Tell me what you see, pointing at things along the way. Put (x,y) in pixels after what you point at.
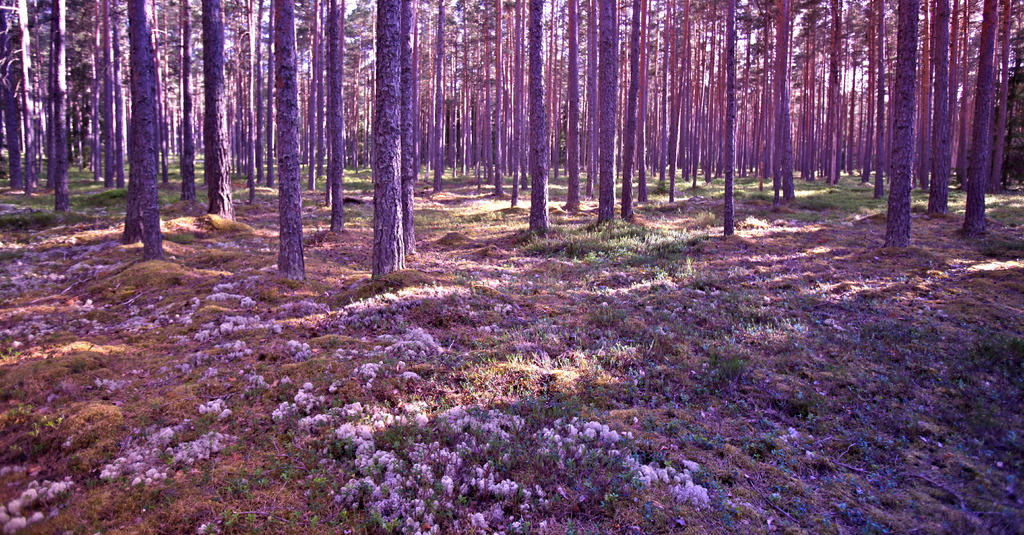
In this image I can see trees (332,190) in brown color. Background (850,88) I can see sky (801,16) in white color.
